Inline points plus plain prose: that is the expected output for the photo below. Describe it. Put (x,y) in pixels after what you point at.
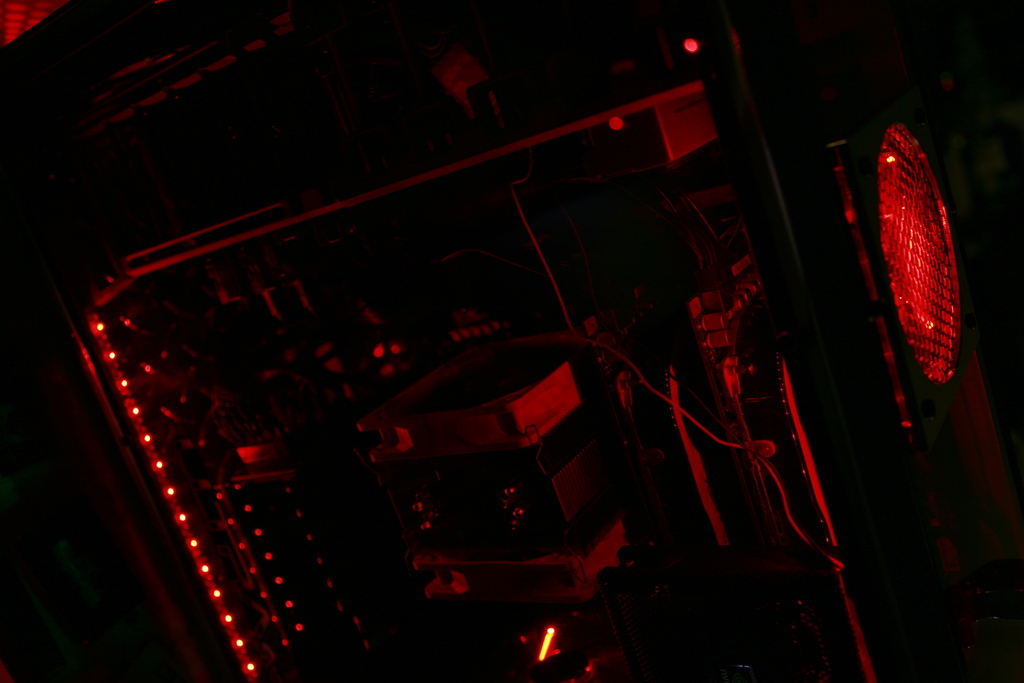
The picture consists of electronic gadget (641,439), cable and light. The background (994,59) is dark.
